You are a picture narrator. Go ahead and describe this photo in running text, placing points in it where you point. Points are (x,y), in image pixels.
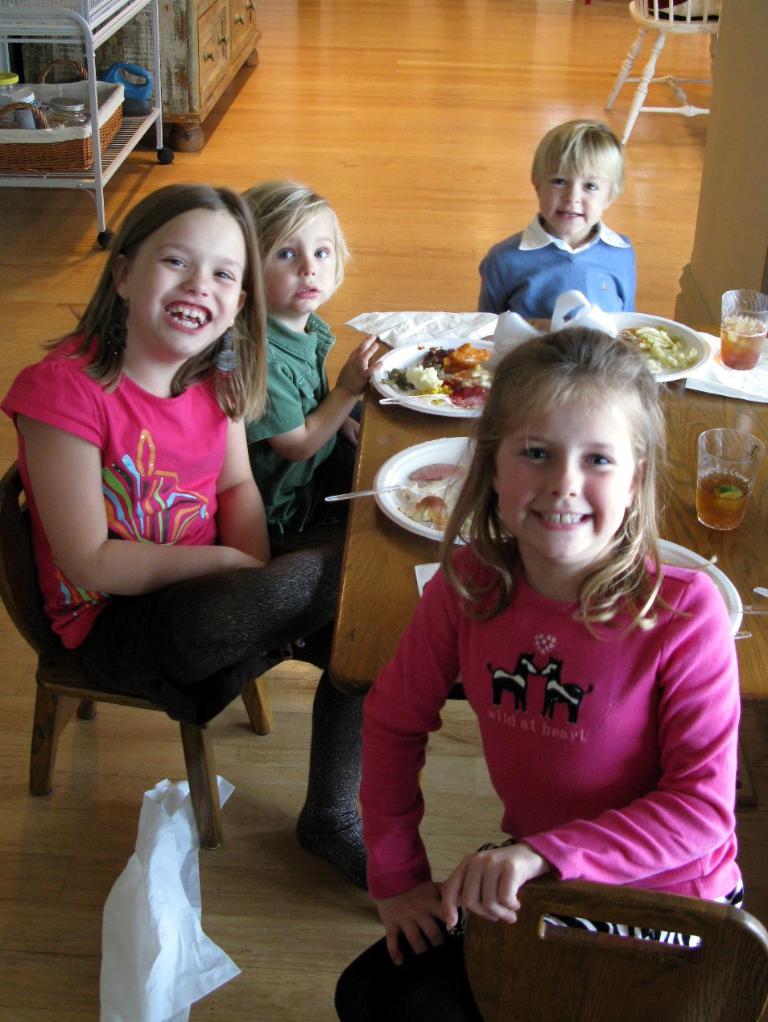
There are four people (220,346) sitting on the chair (28,552) at the table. A kid (484,637) on the right (573,770) is on the chair (601,896). On the table (673,534) we can see glasses (737,453), food items (442,496).
